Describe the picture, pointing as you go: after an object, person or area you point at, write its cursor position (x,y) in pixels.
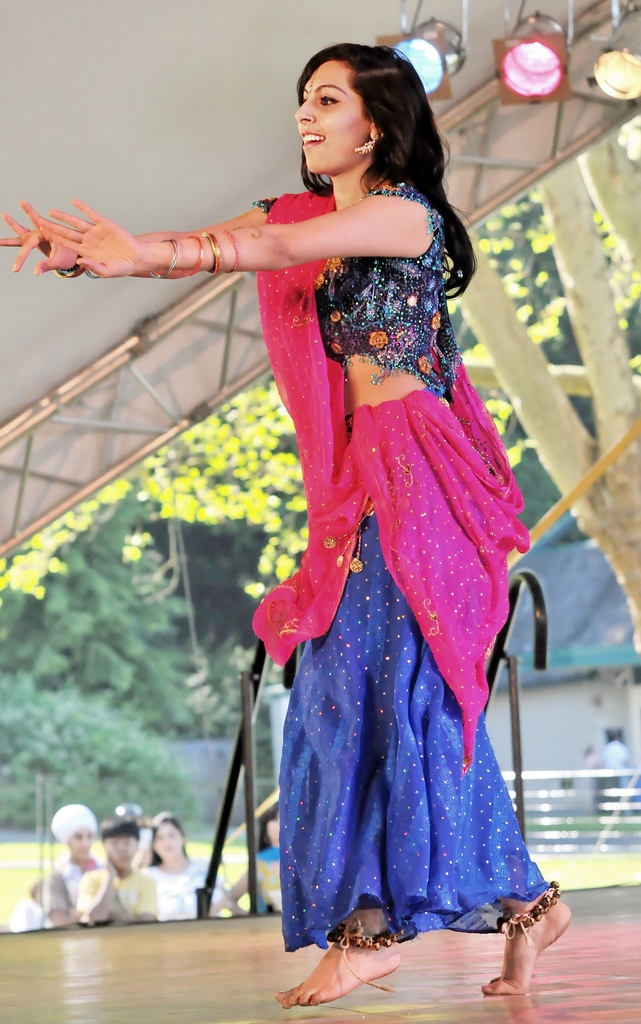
In this image I can see a person (451,364) standing wearing pink, purple color dress (344,635). At back (246,525) I can see few other persons (157,820) standing, trees (217,587) in green color, lights (547,38), at top (231,15) roof (195,15) is in white color.
